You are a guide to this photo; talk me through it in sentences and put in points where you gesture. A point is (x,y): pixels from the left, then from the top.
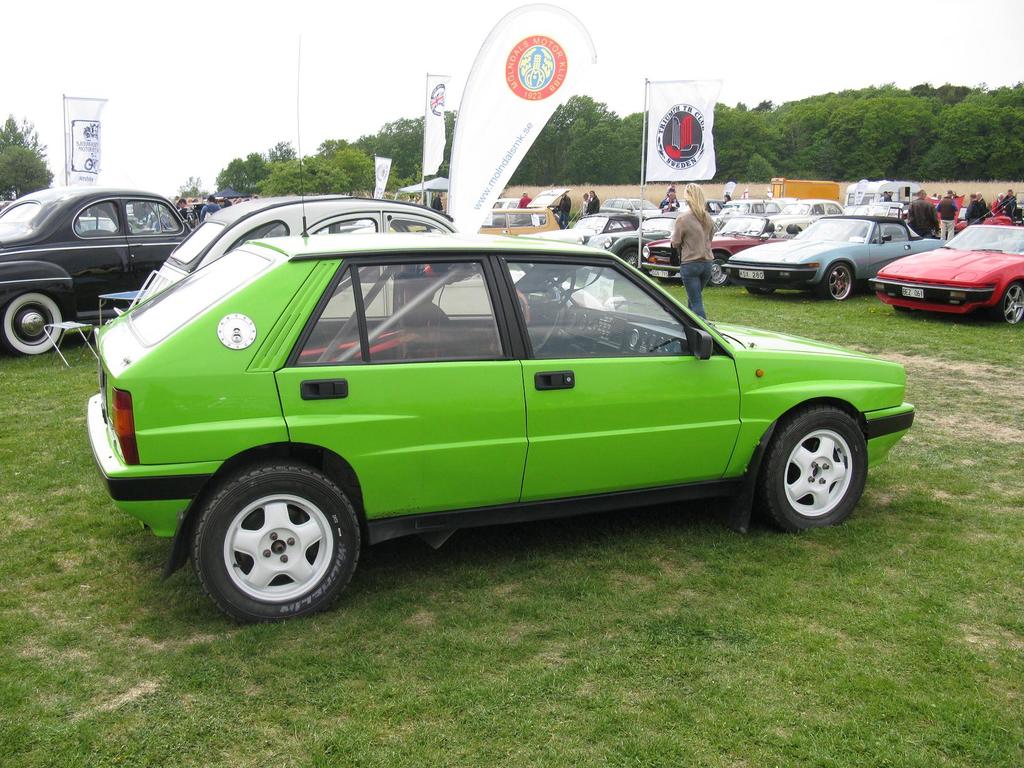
In this image I see number of cars (628,241) and I see number of people (679,228) and I see few banners (535,117) on which there are logos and I see the grass (914,459). In the background (26,183) I see number of trees (628,138) and I see the sky (284,63).
